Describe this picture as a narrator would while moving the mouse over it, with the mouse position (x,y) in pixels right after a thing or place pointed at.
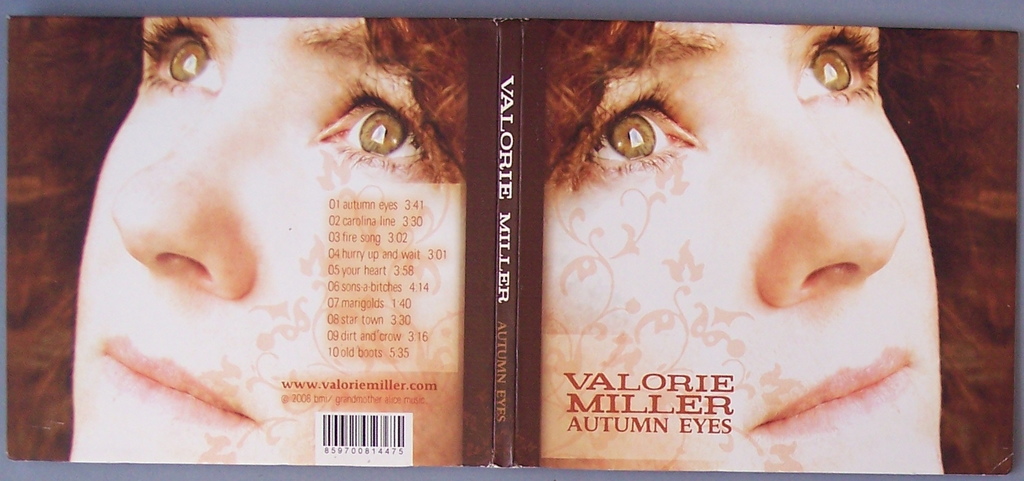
In this image we can see the front and back view of the CD case (757,244) and the image contains the person's face (755,150), text (507,323) and also the bar code (409,431).
